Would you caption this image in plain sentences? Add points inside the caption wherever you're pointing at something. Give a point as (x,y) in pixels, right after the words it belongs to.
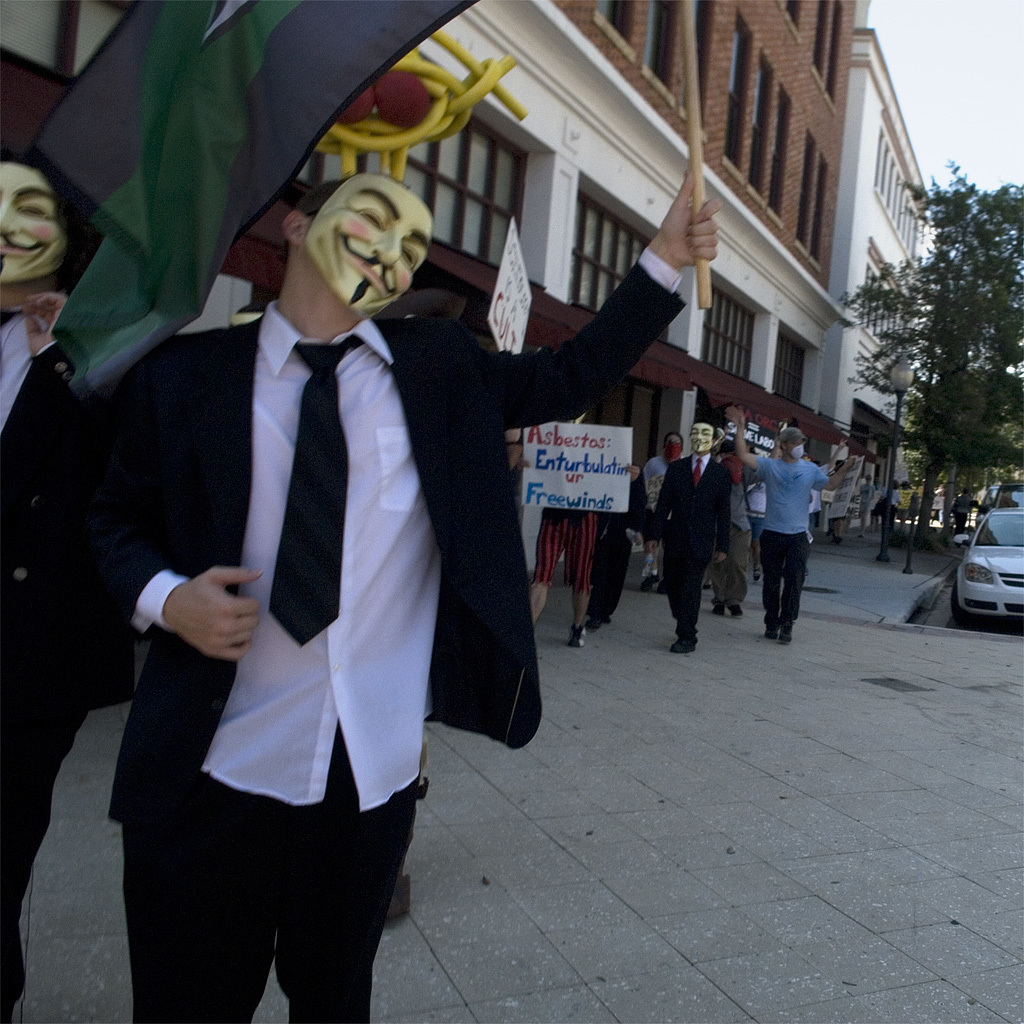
In this image we can see people (477,394) wearing mask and holding objects (161,123) and we can also see buildings (648,186), car (993,574), trees (910,291) and boards (595,450) with some text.
